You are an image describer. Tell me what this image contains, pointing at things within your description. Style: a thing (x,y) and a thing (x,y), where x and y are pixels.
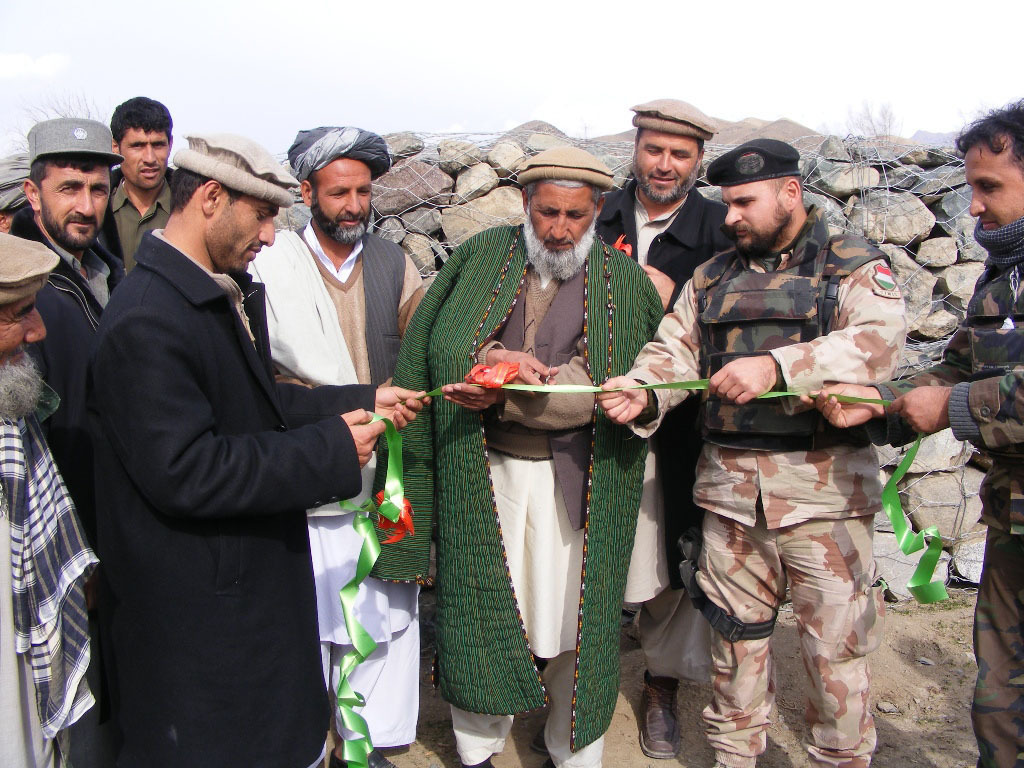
In this picture there are group of people (524,283). Some are holding a ribbon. In the background (945,331) there is a stone wall (919,350).
